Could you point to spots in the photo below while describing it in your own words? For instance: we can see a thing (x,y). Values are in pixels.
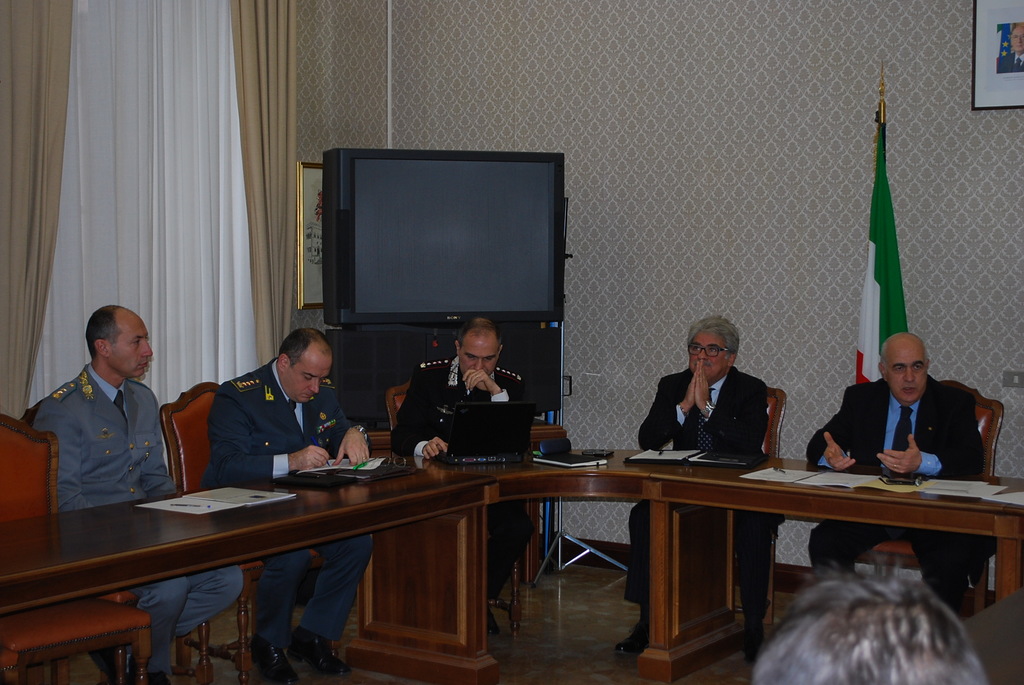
We can see frames (302,216) over a wall (877,75). These are curtains (165,102). Here we can see television (428,236) and a flag (876,360) behind to these persons (952,435), who are sitting on chairs (983,437) in front of a table (622,452) and on the table (338,509) we can see papers (278,497), laptop (474,460). This is a floor (588,633).
